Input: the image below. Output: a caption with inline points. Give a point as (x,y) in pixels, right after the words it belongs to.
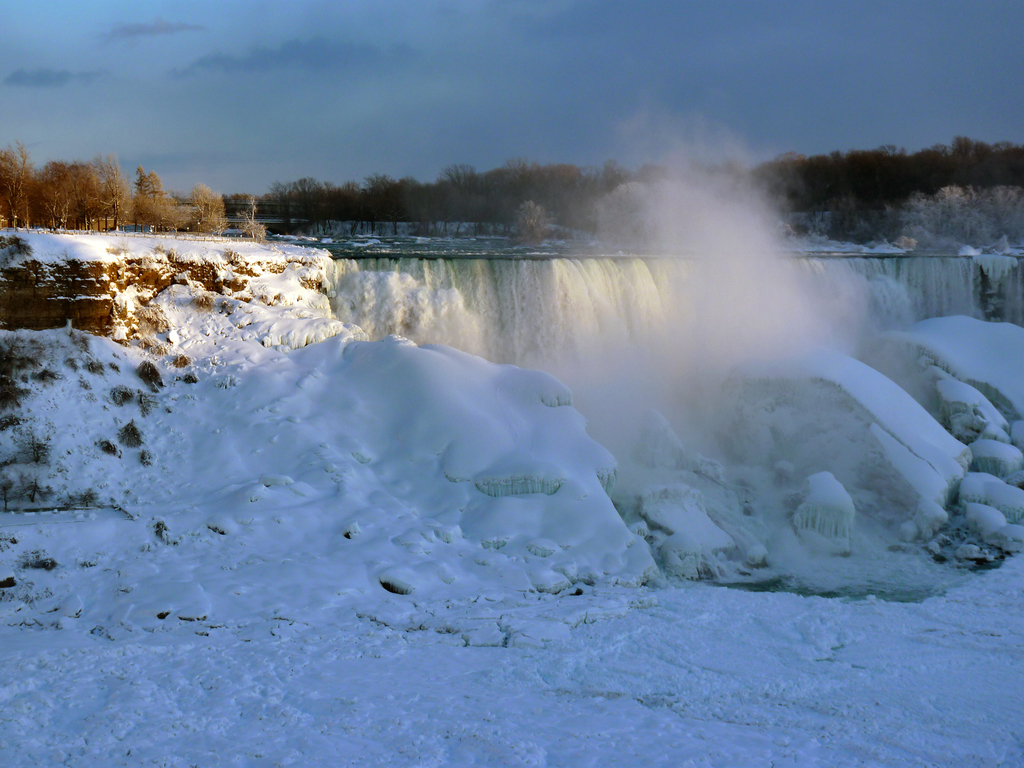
In this picture we can see snow (267,464), trees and we can see sky (1009,125) in the background (1021,111).
